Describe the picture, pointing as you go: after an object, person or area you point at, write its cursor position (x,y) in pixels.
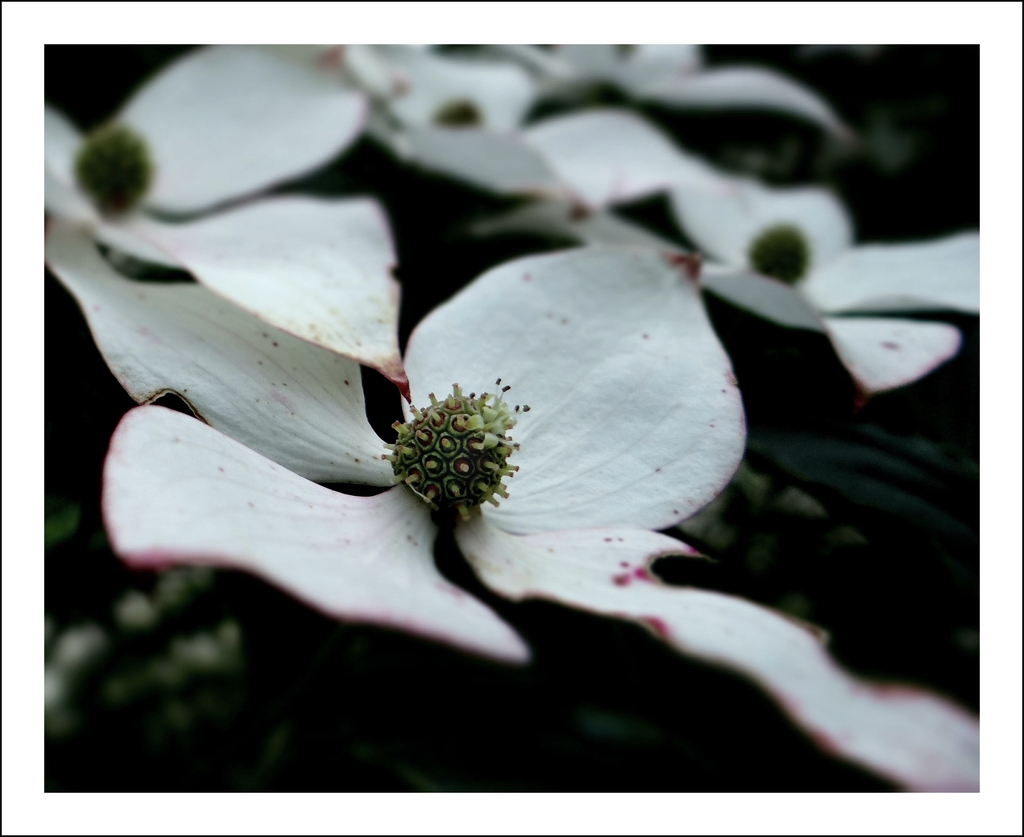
In this picture I can see white color flowers (471,340).
